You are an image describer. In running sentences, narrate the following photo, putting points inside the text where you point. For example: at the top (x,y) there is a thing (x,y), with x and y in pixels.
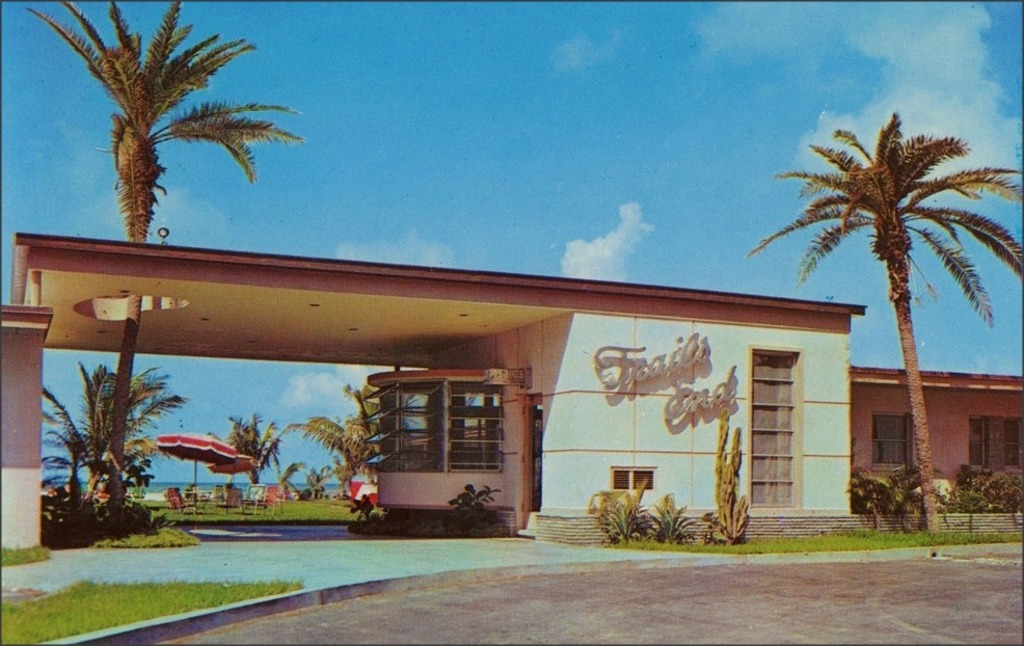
There is a building (674,386) which has something written on it and there are trees (120,436) and a greenery ground (251,511) in the background (229,514).
